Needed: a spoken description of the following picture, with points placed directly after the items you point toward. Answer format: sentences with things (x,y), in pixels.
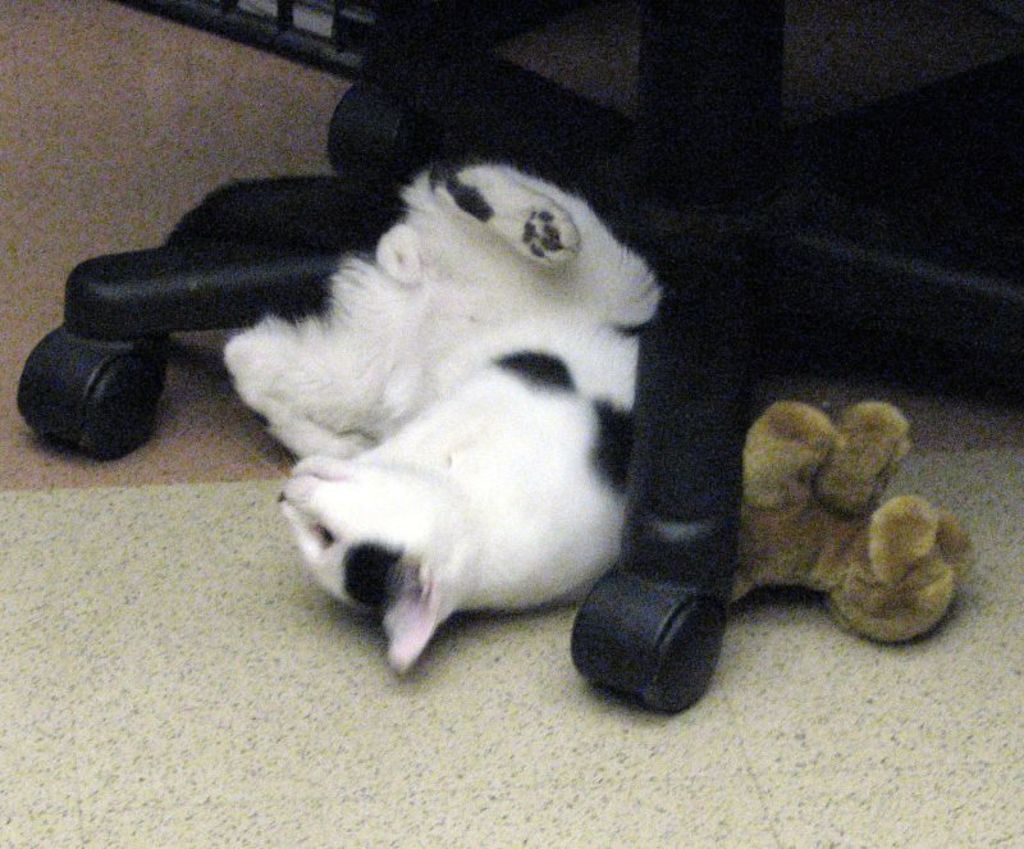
In this image, we can see a chair (659,14), cat (394,466) and a toy (805,542) are on the floor (248,714).
